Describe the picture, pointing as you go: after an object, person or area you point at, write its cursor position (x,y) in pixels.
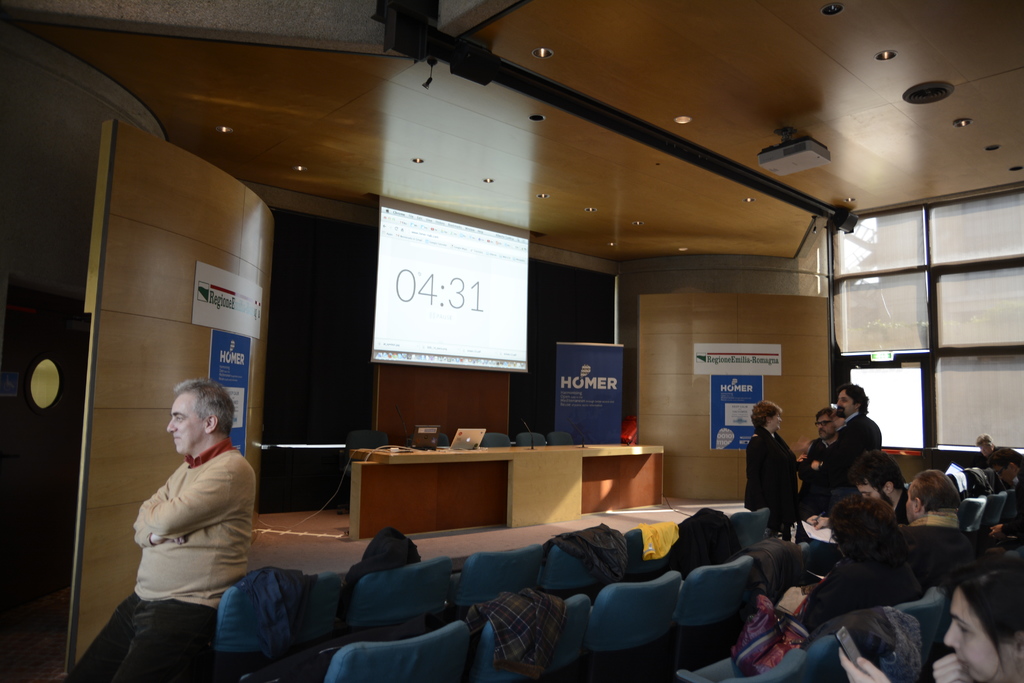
In this picture there is a man (179,539) standing here and three of them are talking in the background (795,457). We can observe some people (907,526) sitting in the chairs (641,586). In front of them there is a table (495,482) and some chairs (495,439). On the table (400,456) there are some laptops (470,438) and microphone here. We can observe projector display screen (438,297) here.
